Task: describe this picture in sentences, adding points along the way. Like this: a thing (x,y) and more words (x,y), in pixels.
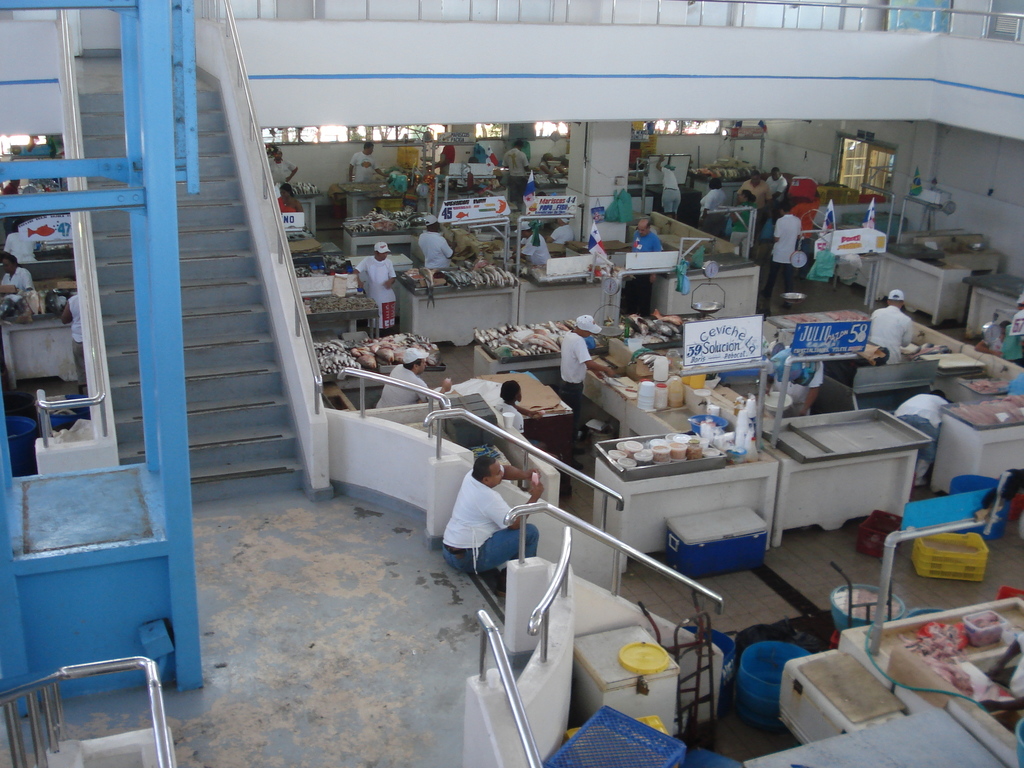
This image consists of many people (598,328). It looks like a market (418,211) in which there are many fishes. In the front (269,473), we can see the stairs (121,373) and a man (512,544) sitting on the floor (483,602). On the right (904,696), we can see many boxes (878,718) in white color. And there are fishes (969,418) kept on the table (971,433). At the top (910,6), we can see a railing (608,5).
